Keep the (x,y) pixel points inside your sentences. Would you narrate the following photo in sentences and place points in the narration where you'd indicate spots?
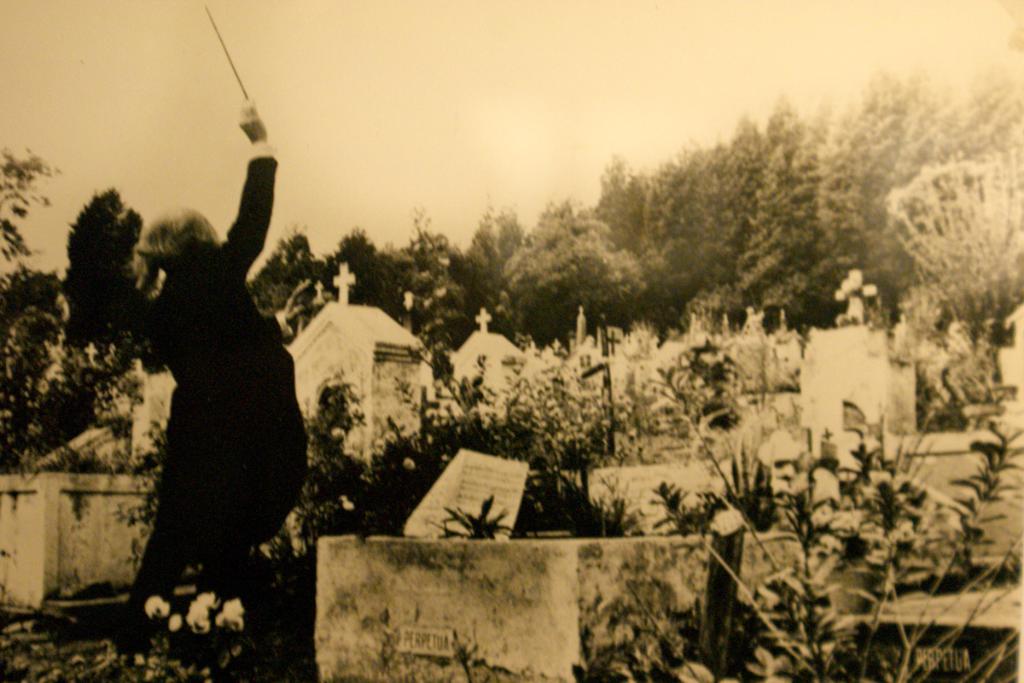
In this picture we can see few graves (652,482), plants (682,402) and trees (727,187), on the left side of the image (282,424) we can find a person (232,470) and the person (250,184) is holding a stick (234,72).
